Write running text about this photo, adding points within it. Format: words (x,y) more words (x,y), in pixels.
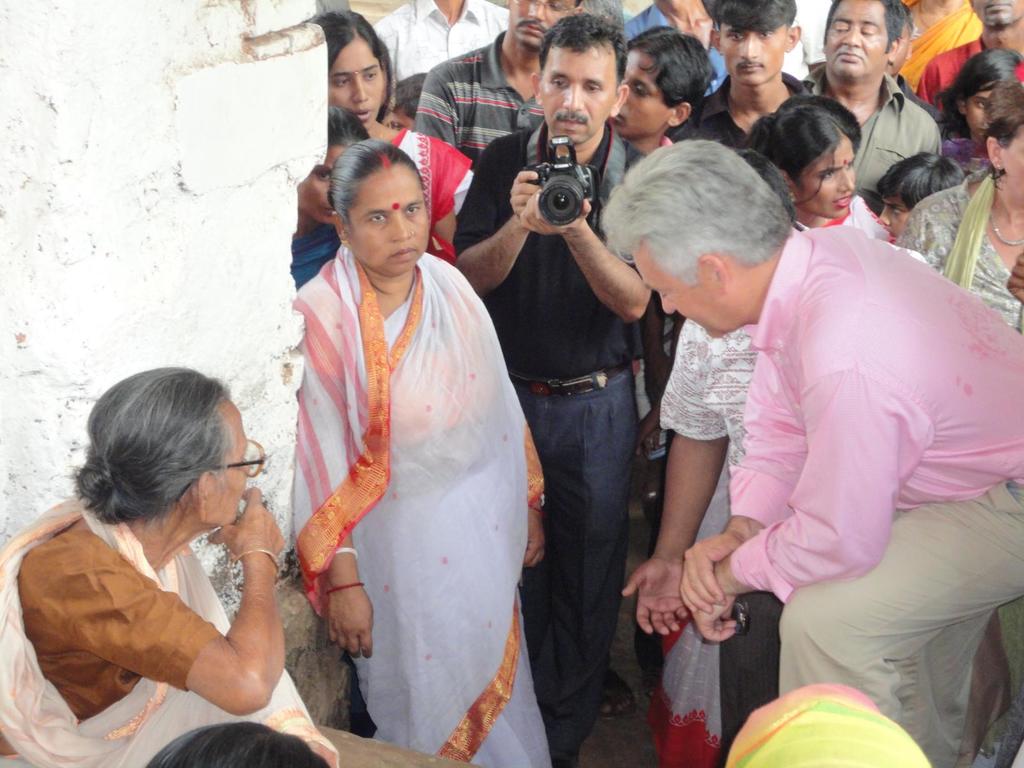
In this picture we can see a group of people (426,167). On the left side of the picture (143,39) we can see the wall (206,130). We can see a woman (231,471) wearing spectacles (254,464). We can see a man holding a camera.
